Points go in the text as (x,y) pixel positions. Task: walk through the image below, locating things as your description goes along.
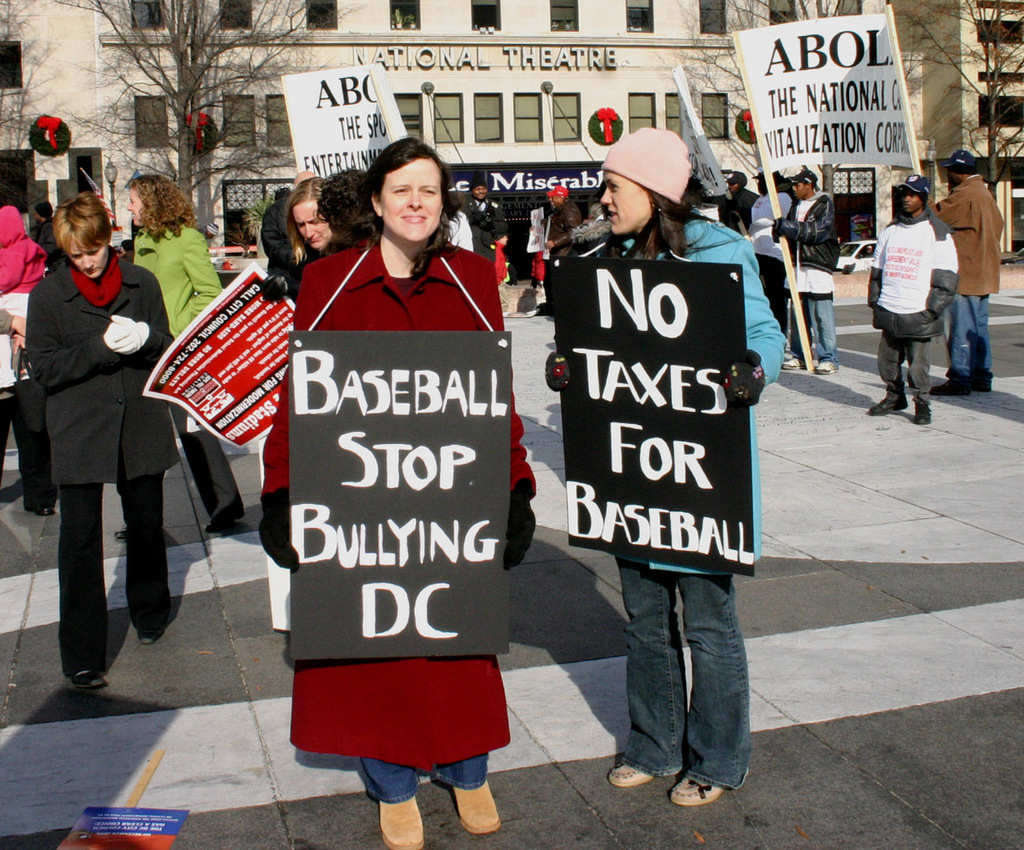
In this picture we can see groups of people (474,256), among them few people (287,373) holding the boards (452,427) and a few other people (771,228) holding the sticks (787,246) with boards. Behind the people (200,264), there are trees (901,57), buildings (582,9), a vehicle (859,247) and some objects (65,126). In the bottom left corner of the image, there is a board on the ground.
